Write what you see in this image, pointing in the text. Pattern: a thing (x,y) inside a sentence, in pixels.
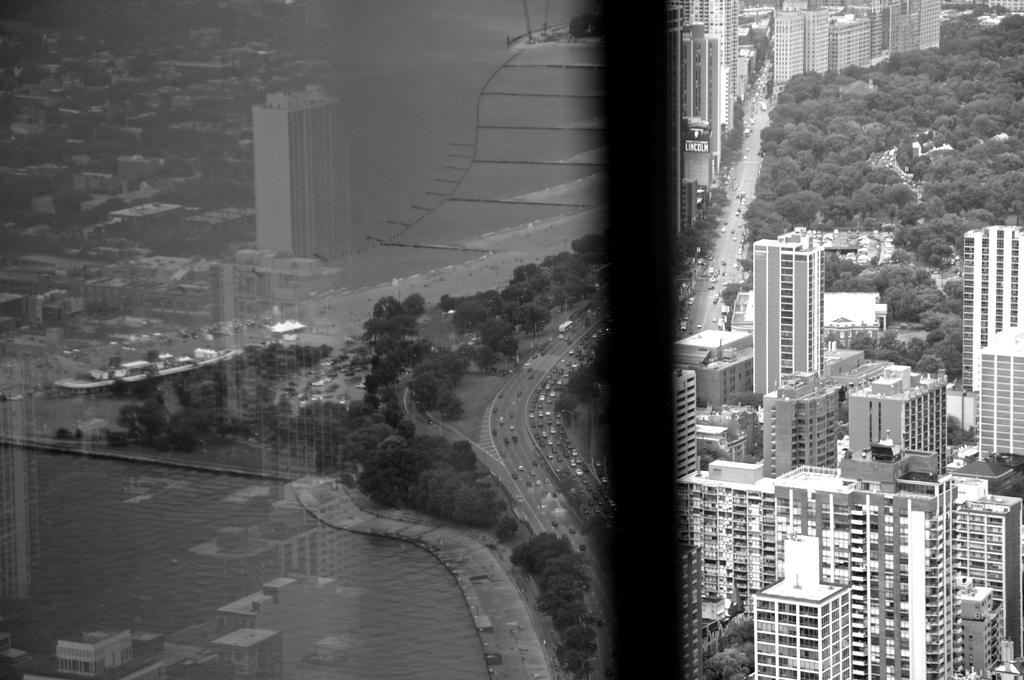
On the left side of the image (99,498) there is a glass (226,649). Behind the glass (578,98) there are buildings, road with vehicles (577,464) and also there is water (402,591). On the right side of the image (818,165) there are many buildings (873,376), trees (953,323) and roads (714,288) with vehicles (715,272). On the glass (52,151) there is a reflection (243,268) of buildings (315,106).
